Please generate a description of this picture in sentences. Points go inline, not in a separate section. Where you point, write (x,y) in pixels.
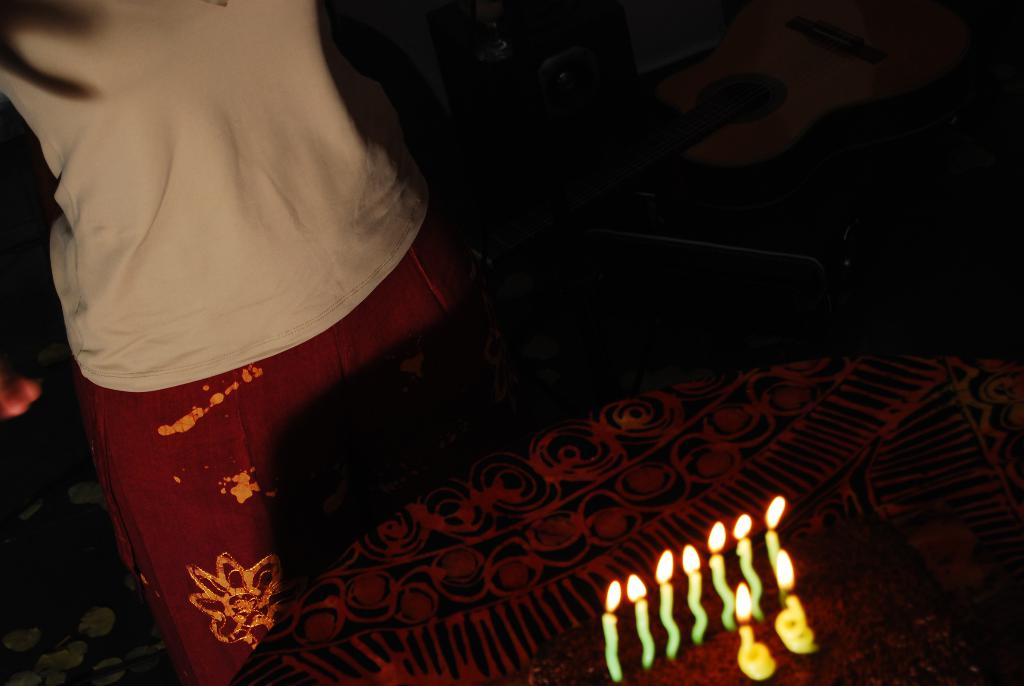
In this image, we can see a table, there is a cake (535,672) on the table (536,672), we can see some candles (612,633) on the cake (883,679), we can also see a person (96,167) standing and there is a dark background (630,88).
